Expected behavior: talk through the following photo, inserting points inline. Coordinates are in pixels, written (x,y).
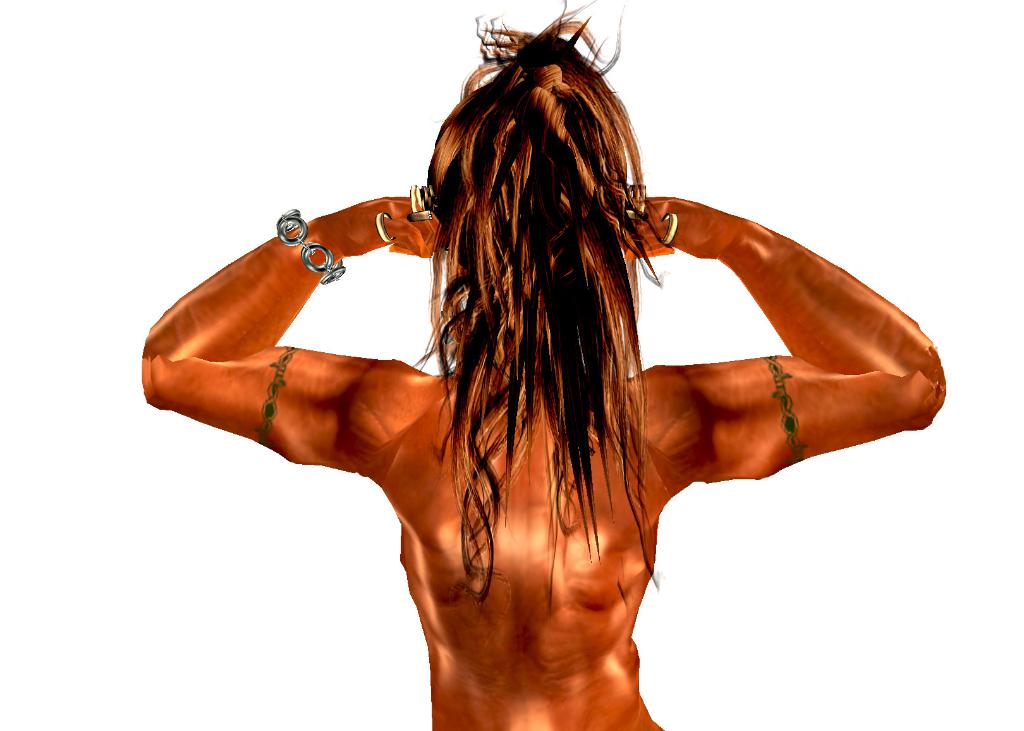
In the center of the image (605,279) we can see an animated picture (625,482) of a person (599,314).
